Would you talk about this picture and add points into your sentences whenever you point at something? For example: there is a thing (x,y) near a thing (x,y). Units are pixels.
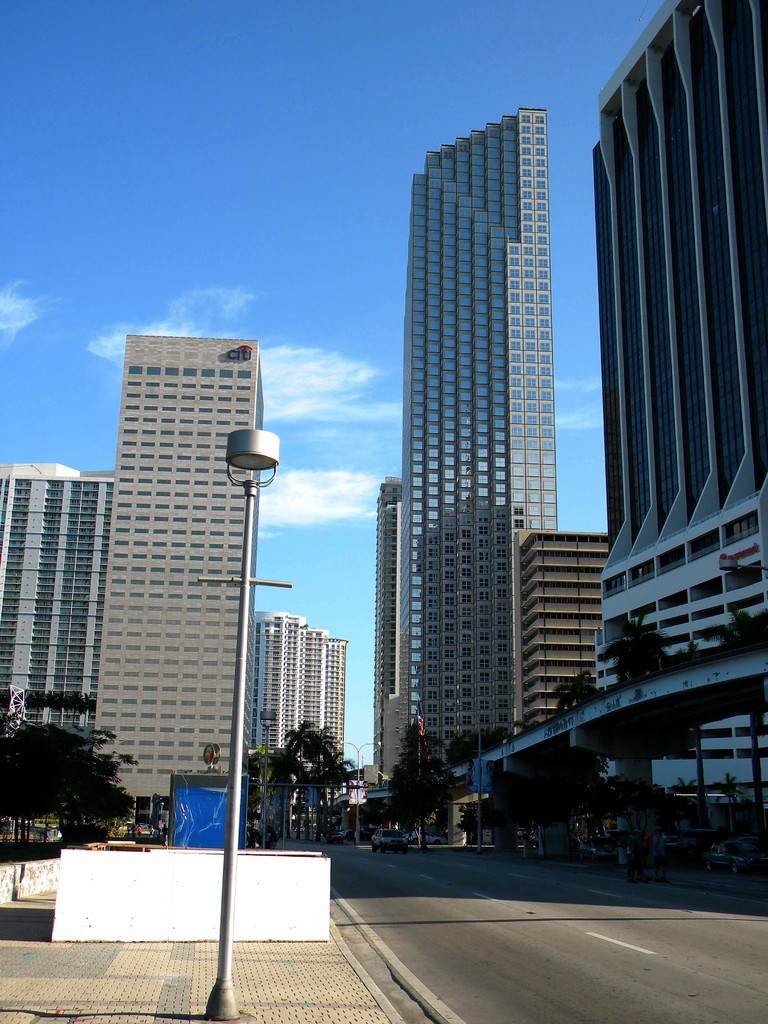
In this picture we can see poles (234,889), trees (78,746), buildings (69,638) and a car (384,837) on the road (428,962) and in the background (310,612) we can see the sky (300,270) with clouds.
